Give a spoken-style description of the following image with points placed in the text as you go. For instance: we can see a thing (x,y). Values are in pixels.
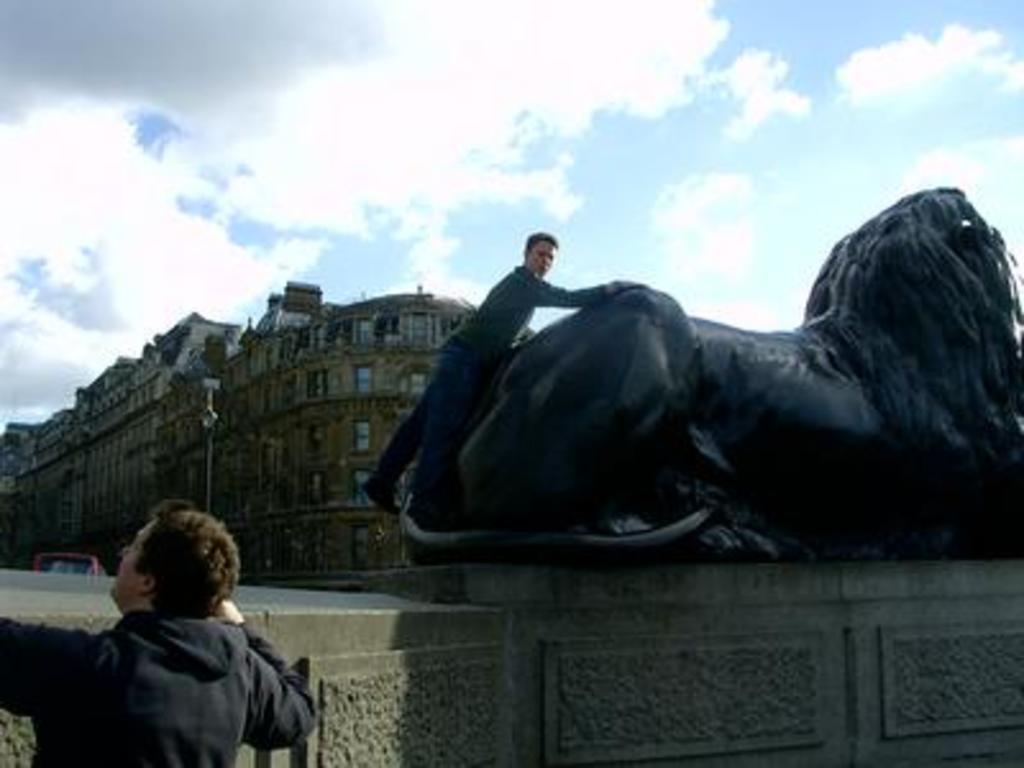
At the bottom left side of the image (124,680) we can see one person (124,680) standing and he is wearing a black color jacket (178,688). In the center of the image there is a solid structure (488,568). On the solid structure (500,577), we can see one man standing and one statue (580,412), which is in black color. In the background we can see the sky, clouds (617,45), buildings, windows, one pole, one vehicle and a few other objects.
